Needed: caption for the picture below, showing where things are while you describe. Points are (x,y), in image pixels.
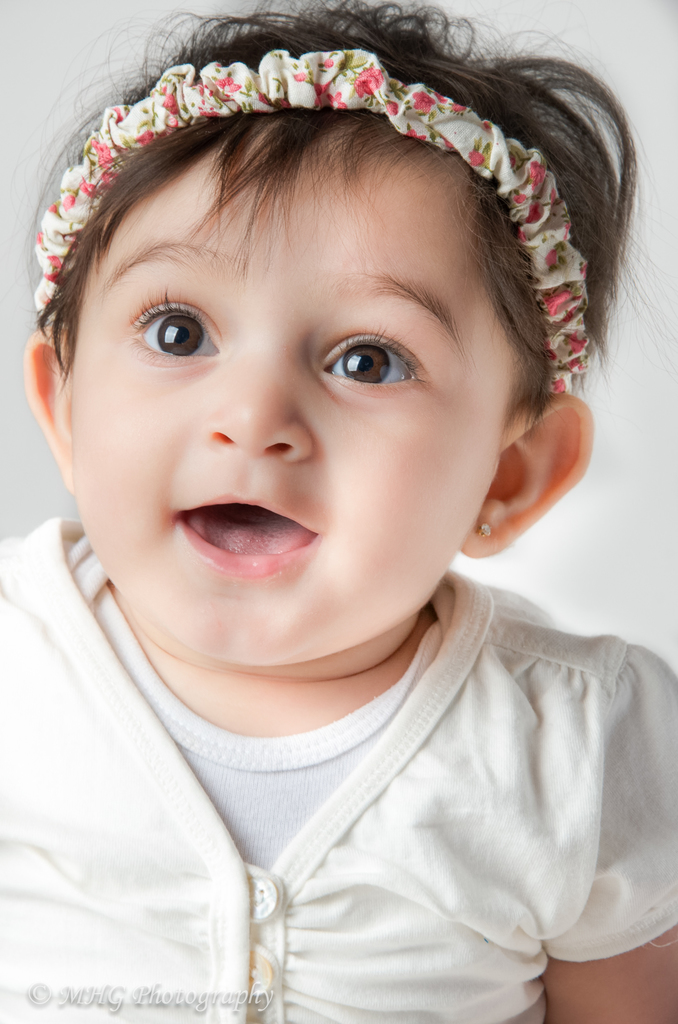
In this image we can see a girl (295,400) wearing a hairband (286,107). In the left bottom corner (203,1002) something is written. In the background (531,0) it is white.
